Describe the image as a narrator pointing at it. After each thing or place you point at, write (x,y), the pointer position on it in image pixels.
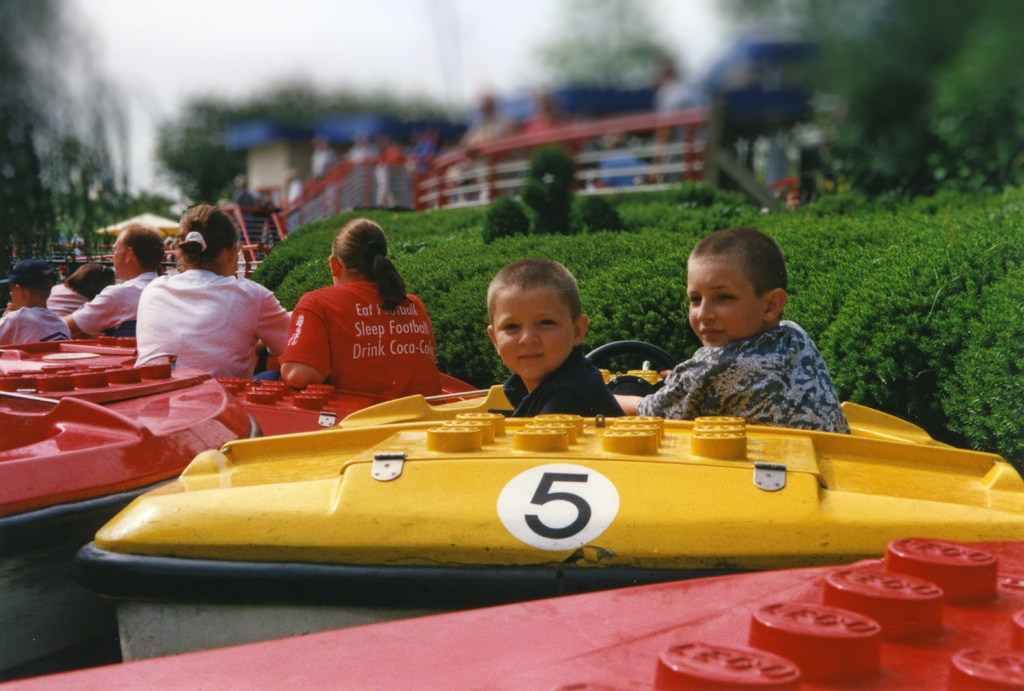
In this image there are small plants (937,272) and trees (971,50) on the right corner (968,327). It looks like there are boats (240,441) and people (36,316) in the foreground (112,411). There are trees (27,180) on the left corner (58,176). There is metal railing (304,190), there are people (807,166) and trees (227,197) in the background (308,108). And there is sky (197,18) at the top (300,56).
